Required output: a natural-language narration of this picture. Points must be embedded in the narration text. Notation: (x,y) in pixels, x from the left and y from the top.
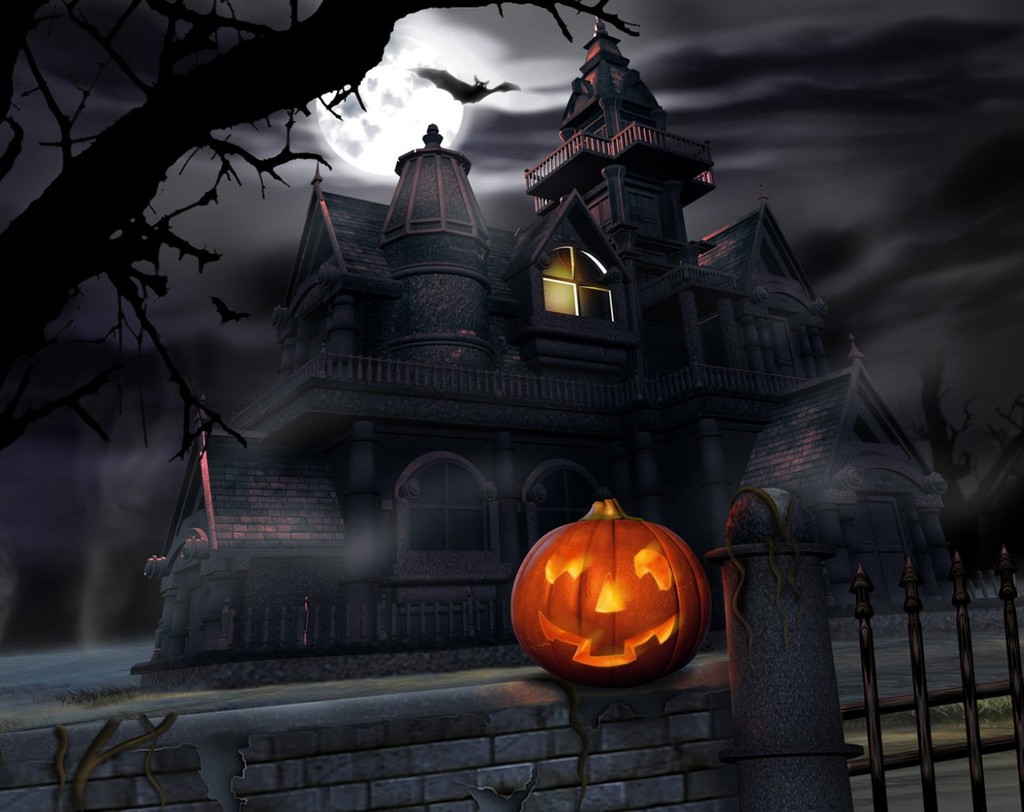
In this picture we can see a pumpkin (577,666) on the wall (682,690), beside this wall (677,678) we can see a fence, here we can see a building (710,530), trees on the ground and in the background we can see bats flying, moon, sky (203,179).
